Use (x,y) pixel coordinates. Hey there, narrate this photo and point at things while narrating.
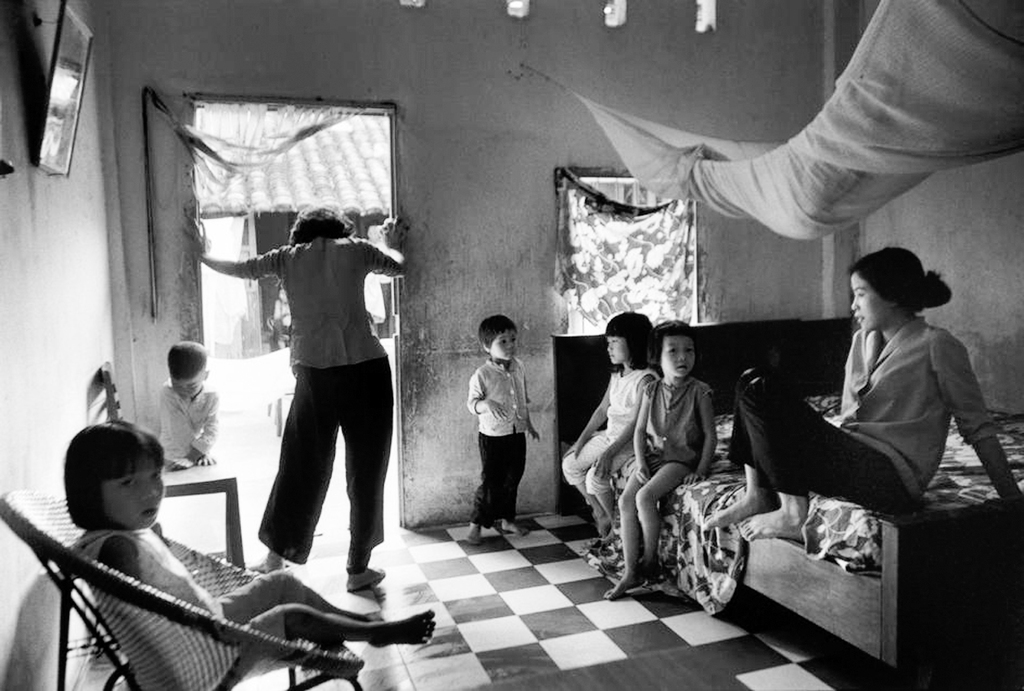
This is a black and white image, in this image there are some persons (365,393) and some children (647,435). On the right side (720,494) there is one bed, on the bed (949,453) there are some persons (673,416) sitting. On the left side (88,572) there is a chairs (184,618), on the chairs (148,600) there are some children (182,570) sitting. At the bottom (426,589) there is floor (389,539) and on the left side (73,78) there is one photo frame (62,71) on the wall (8,304), on the right side (789,160) there is one cloth (797,154), curtain (620,214) and a window (628,198). And in the background (294,185) there are some houses (324,173).
